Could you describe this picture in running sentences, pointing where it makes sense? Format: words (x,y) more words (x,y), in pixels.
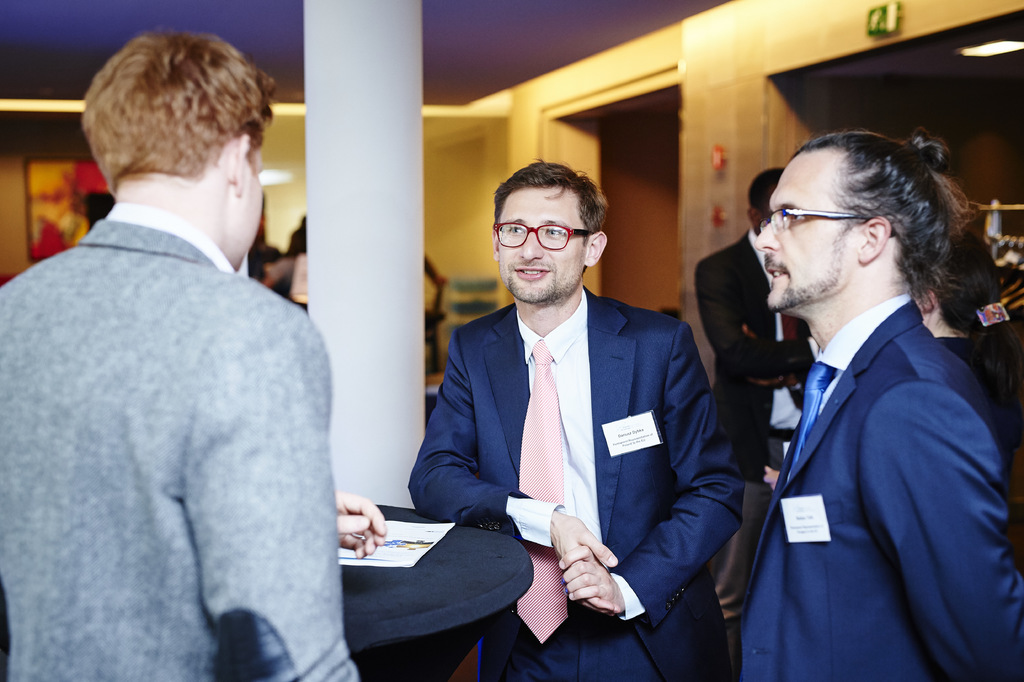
In this picture we can observe three men (563,369) standing, wearing coats (446,456). Two of them are wearing spectacles (827,214). In the background (747,337) there are some people (736,276) standing. We can observe white color pillar (332,163) here. There is yellow color wall (475,159) in the background (557,109).
